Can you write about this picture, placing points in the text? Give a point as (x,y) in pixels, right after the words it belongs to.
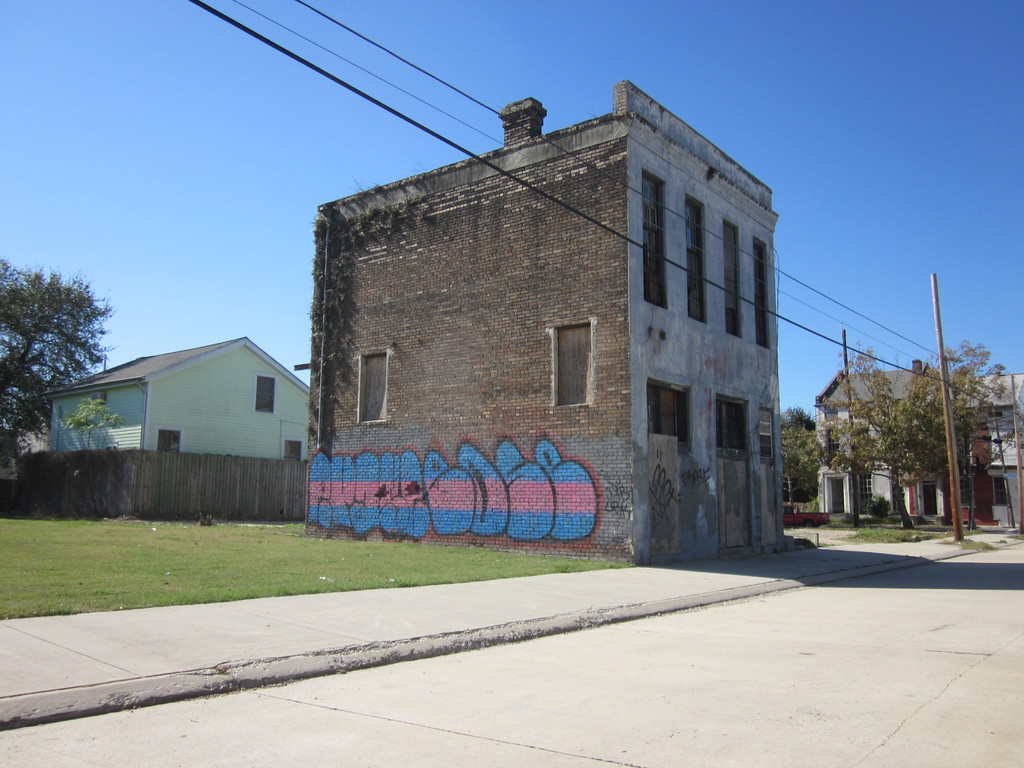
This picture shows few buildings (745,518) and we see graffiti (491,475) on the wall (593,462) of a building (406,411) and we see trees (845,458) and grass (197,580) on the ground (210,631) and we see couple of poles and a blue sky (560,77).
